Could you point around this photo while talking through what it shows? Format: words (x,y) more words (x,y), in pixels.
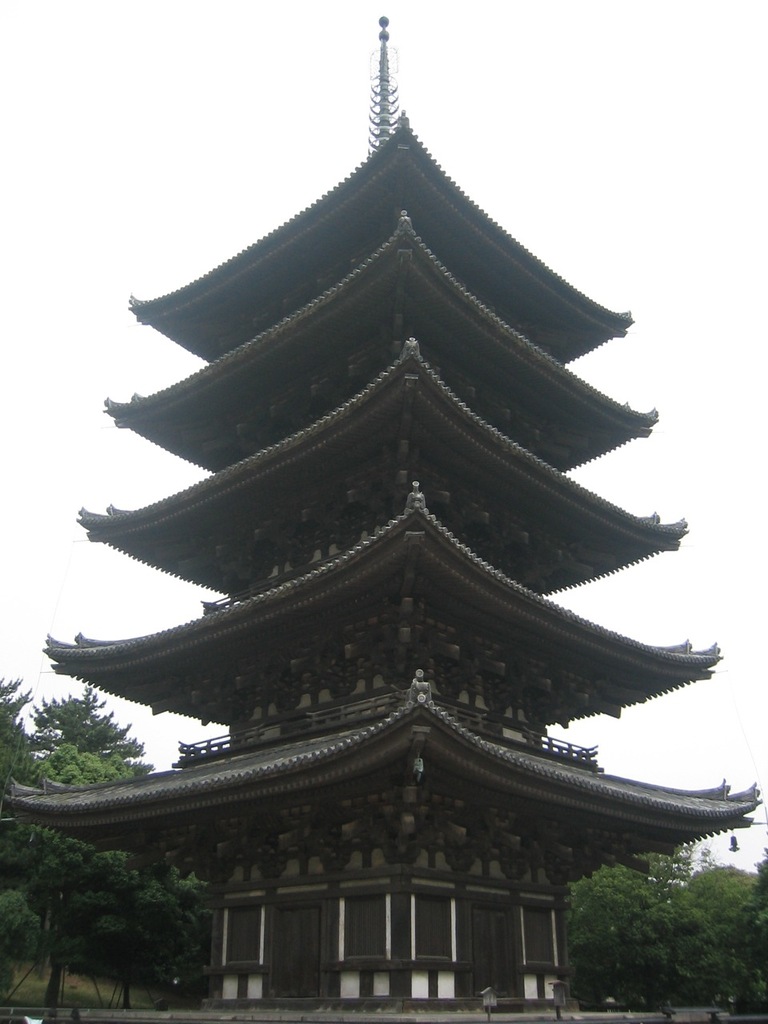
In the picture we can see the Chinese construction (331,792) behind it we can see the trees (49,862) and the sky (308,57).
